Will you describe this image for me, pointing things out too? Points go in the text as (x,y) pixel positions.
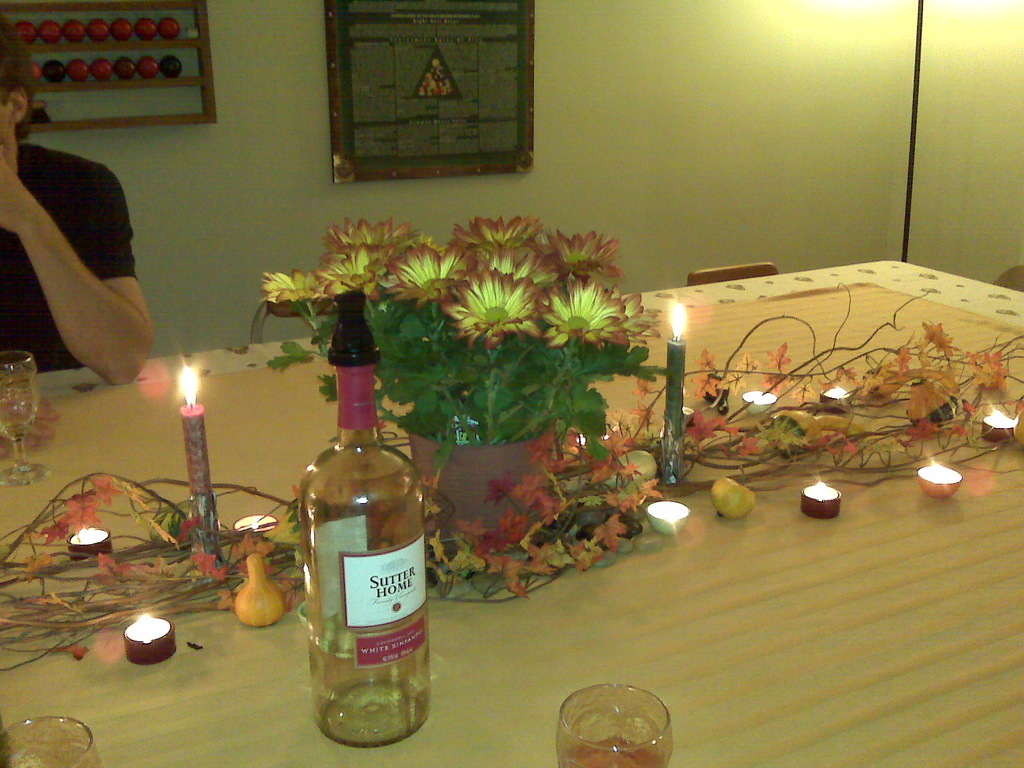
In this picture we can see a table (811,618). On the table (812,383) there is a bottle (424,620), glass (603,721), candles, and a flower vase (477,483). Here we can see a person (80,357). On the background (727,180) there is a wall (697,83) and this is frame (476,99).
